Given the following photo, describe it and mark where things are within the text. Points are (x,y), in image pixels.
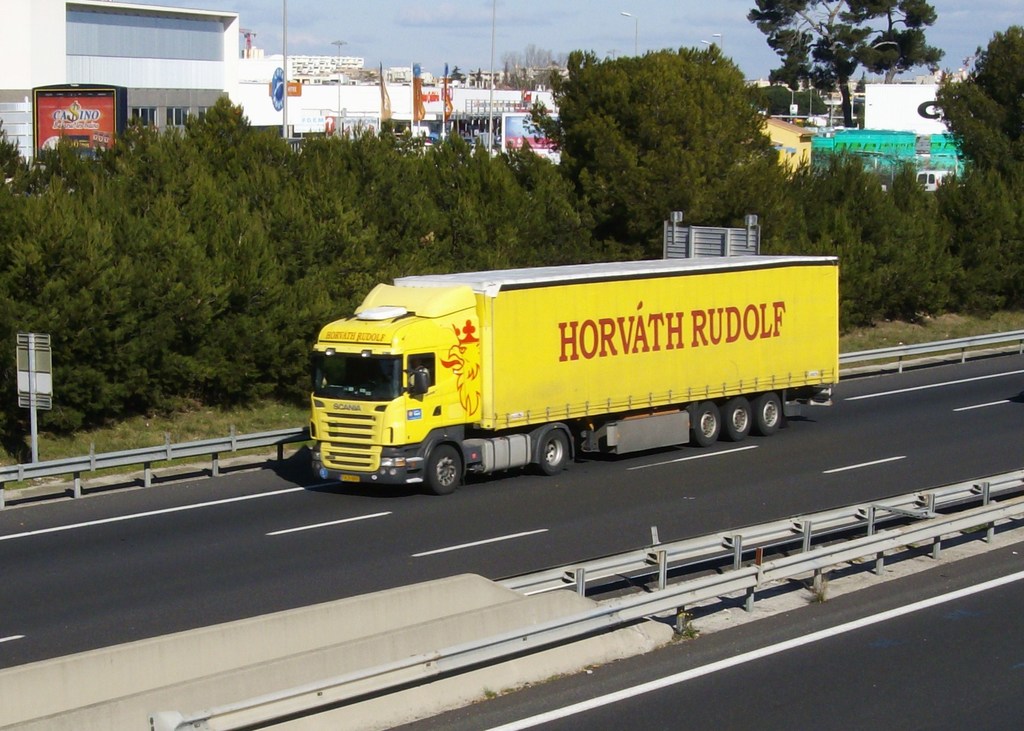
We can see vehicle (537,430) on the road (464,489) and boards (102,105) on pole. On the background (615,149) we can see buildings (82,62), trees (607,97), lights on poles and sky (727,32).
